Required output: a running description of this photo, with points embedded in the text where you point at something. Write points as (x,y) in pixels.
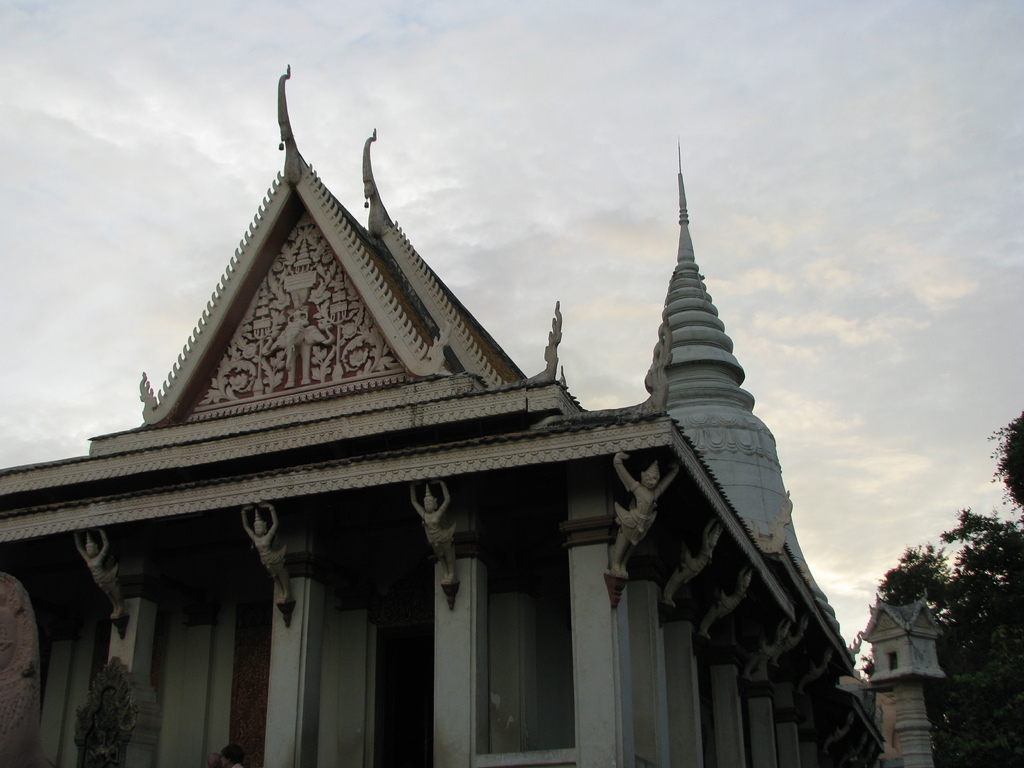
In this image we can see a building (369,575) with some sculptures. On the right side of the image (1009,452) there are trees (946,611). In the background of the image (575,382) there is the sky (533,221).
